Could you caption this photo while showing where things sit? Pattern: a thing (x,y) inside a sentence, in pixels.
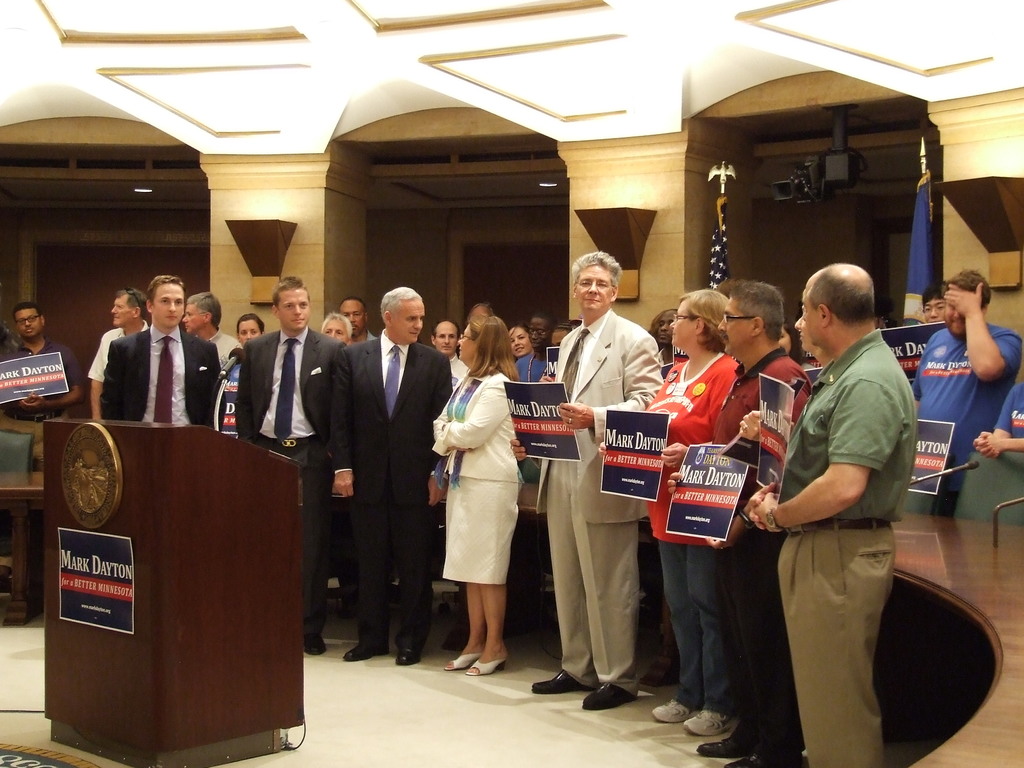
In this picture, we see many people (673,383) are standing. The people (800,517) on the right side (707,480) is holding the blue color chart papers (651,434) with some text (716,498) written on it. Behind them, we see people (957,401) are holding the chart papers (924,486). On the left side, we see a man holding the paper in his hands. On the right side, we see the brown color table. Behind them, we see the flags (713,277) in white and blue color. We see the pillars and lights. In the background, we see the wall (131,126). In front of the picture, we see the podium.
